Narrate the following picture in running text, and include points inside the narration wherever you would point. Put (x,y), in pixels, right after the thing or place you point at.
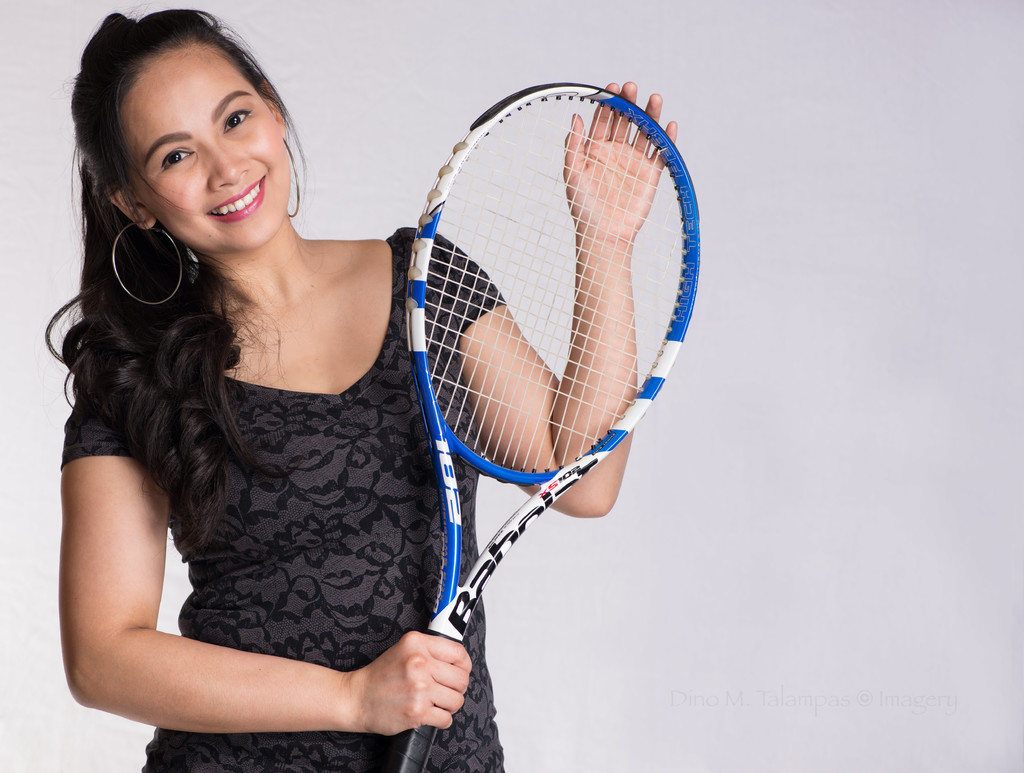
As we can see in the image there is a woman (275,537) holding tennis racket (458,383) in her hand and wearing black color dress (304,760).
